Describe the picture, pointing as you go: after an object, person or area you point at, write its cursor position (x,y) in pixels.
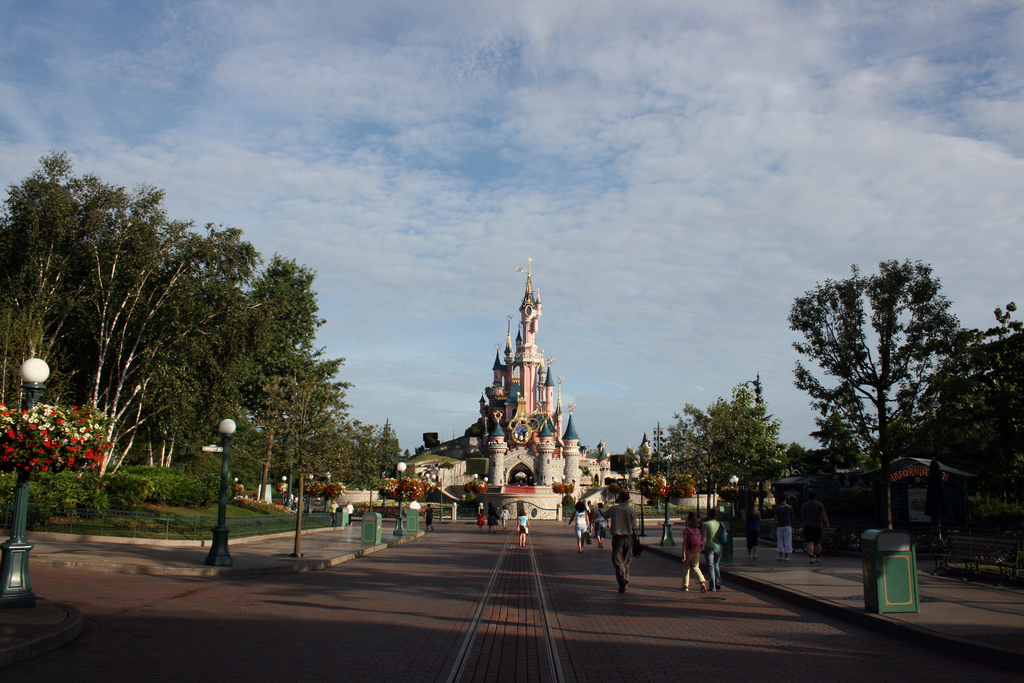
In this picture there is a building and there are trees (855,466) and street lights (666,476) and there are dustbins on the footpath (215,572). There are group of people (573,521) walking on the road (507,548). At the top (521,141) there is sky (532,160) and there are clouds (665,189). At the bottom (638,633) there is a road (551,592).
